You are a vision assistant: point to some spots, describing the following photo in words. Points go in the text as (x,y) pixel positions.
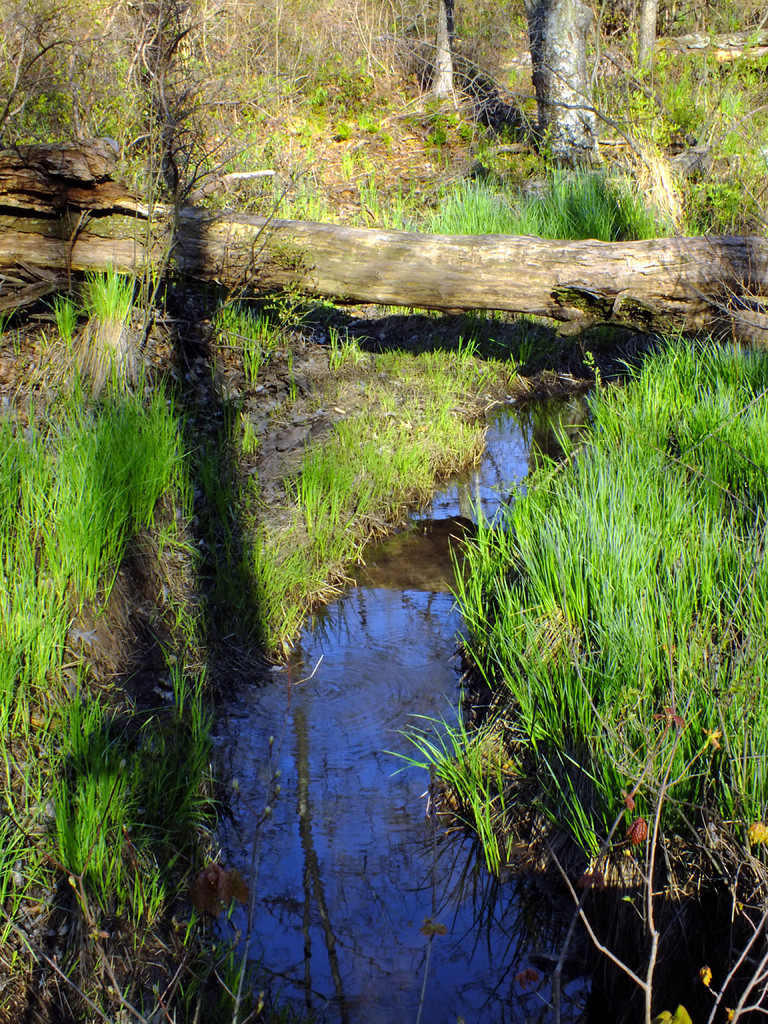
At the bottom of this image (372,770) I can see the water (385,808). On the right (719,565) and left side of the image (88,500) I can see the grass (706,463) on the ground (631,565). Here I can see a trunk (327,267). In the background (366,109) there are many plants (321,53) and trees (538,51).
